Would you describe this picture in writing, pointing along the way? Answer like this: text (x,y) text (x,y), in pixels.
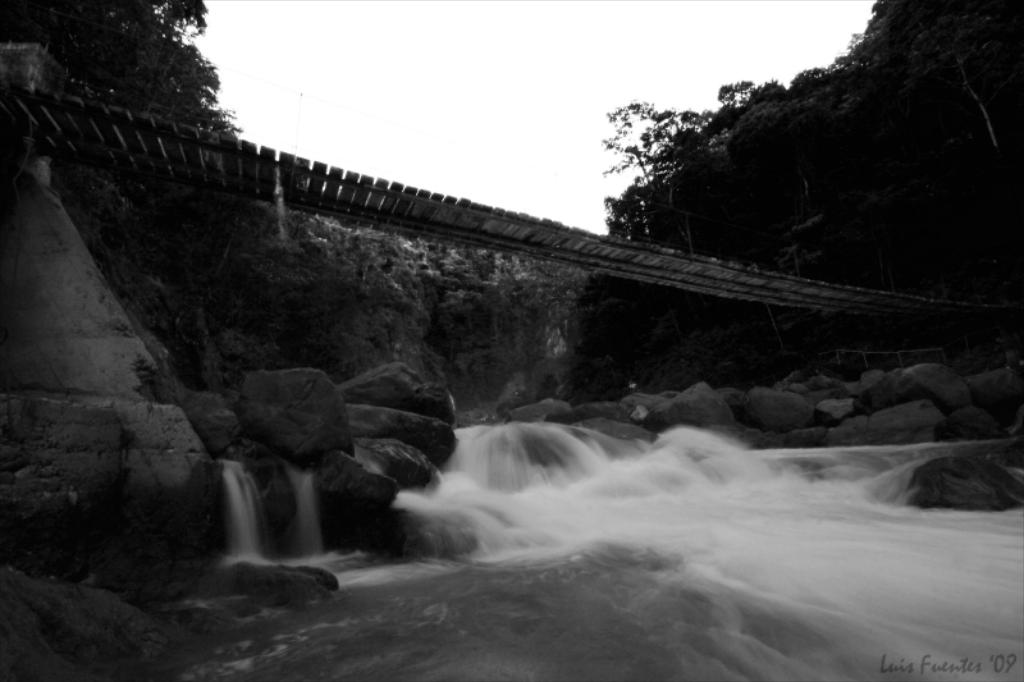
In the center of the image (453,232) we can see wooden bridge (457,226). In the background (458,46) there is a sky (353,60), trees (153,34). At the bottom of the image (390,499) we can see rocks (331,466) and water (445,484).
